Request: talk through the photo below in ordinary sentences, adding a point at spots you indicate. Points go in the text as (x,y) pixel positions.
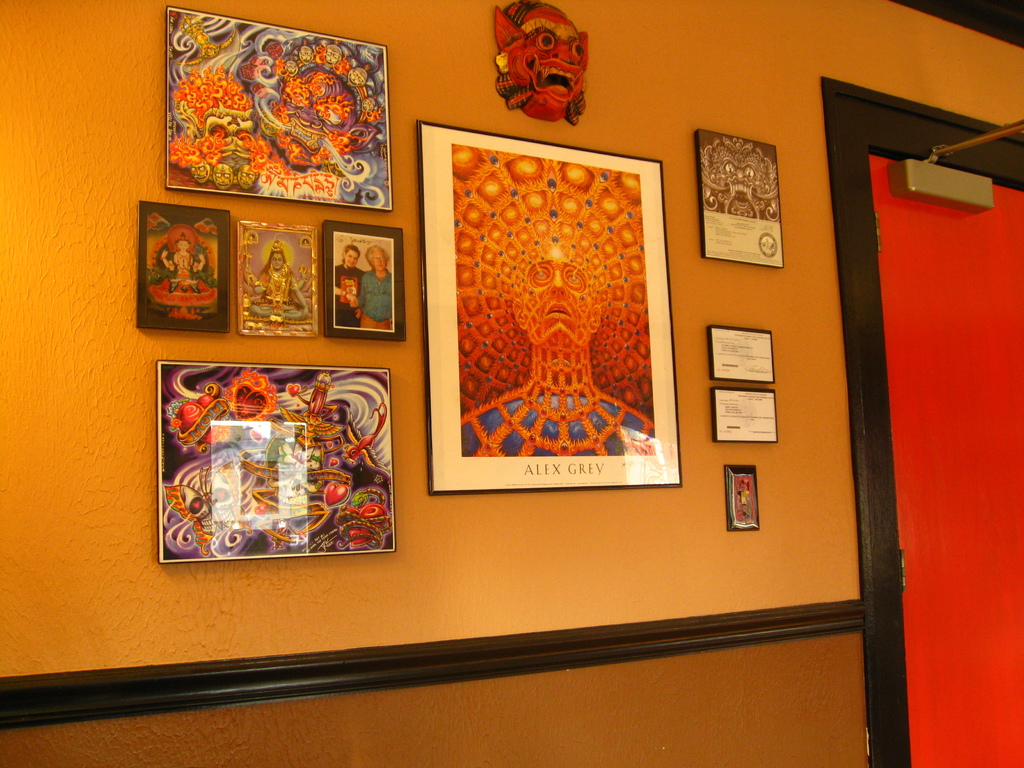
This image is taken indoors. In this image there is a wall (387,626) with a few picture frames (343,195) on it and there is a face mask (537,49) on the wall (601,87). On the right side of the image (911,310) there is a door (963,682). The door (963,682) is red in color.
